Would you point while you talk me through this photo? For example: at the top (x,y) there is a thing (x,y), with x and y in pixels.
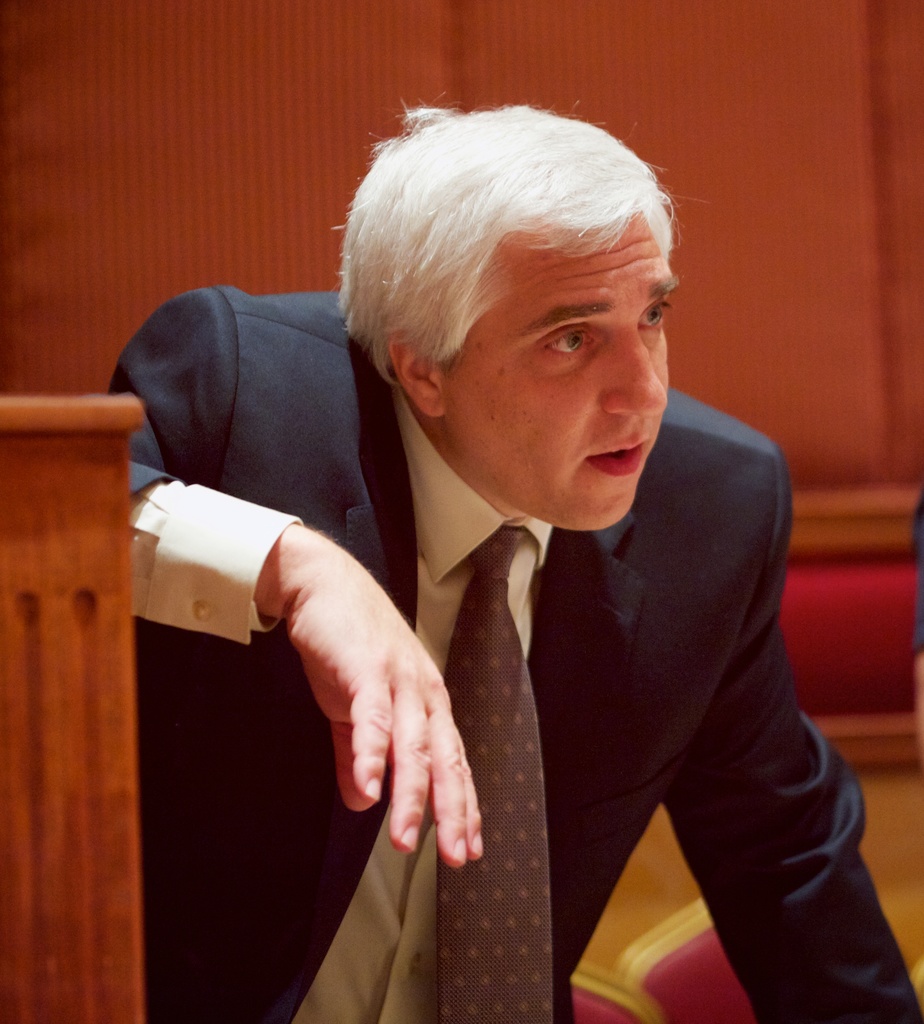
In this image, we can see a person (447,863) in a suit (379,542). On the left side of the image (74,759), we can see a wooden object (43,645). At the bottom (691,996), there are few objects (705,962). Background (719,353) we can see a blur view.
